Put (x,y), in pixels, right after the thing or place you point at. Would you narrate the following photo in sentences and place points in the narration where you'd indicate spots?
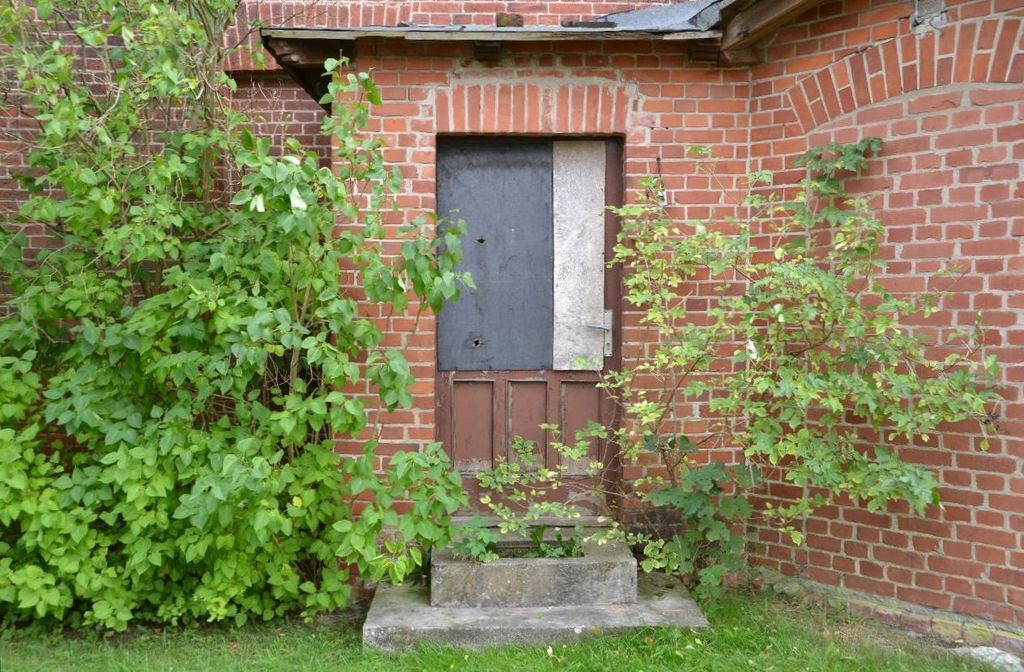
In this image there are trees (322,267) and brick walls (904,512) in the left (315,369) and right corner (885,464). There is a door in the foreground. And there is a green grass (81,666) at the bottom (921,654).
